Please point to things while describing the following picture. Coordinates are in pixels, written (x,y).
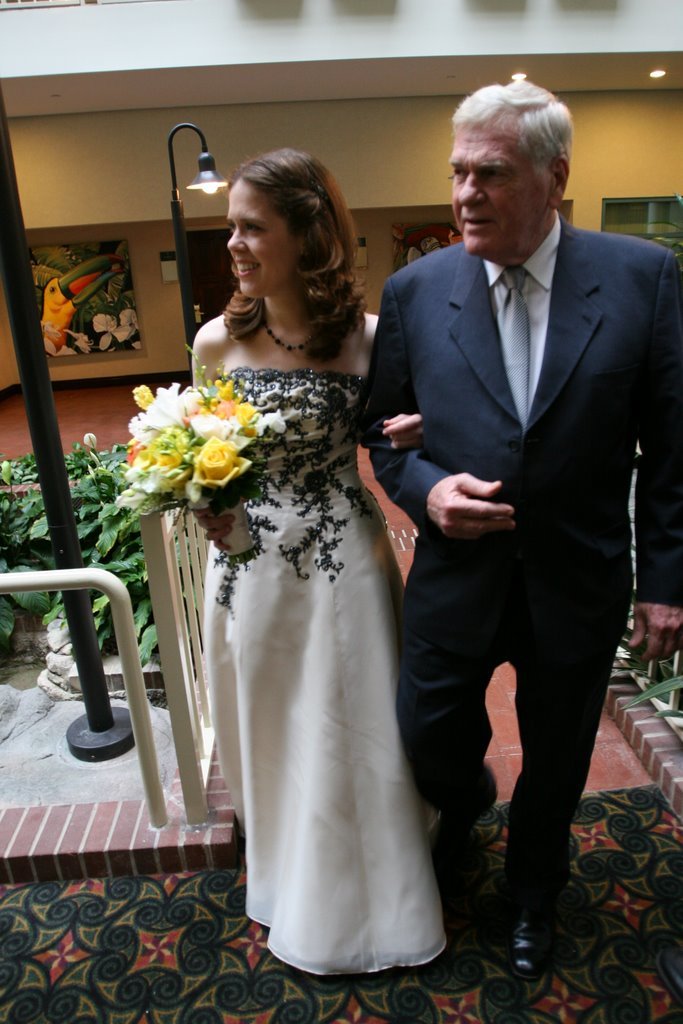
In this image we can see there are two persons (429,718) walking on the floor (125,406) and the other person (311,433) holding a flower bouquet (207,454). And we can see there are plants (134,556), railing (124,590), light pole (53,419) and mat (171,952). In the background (135,251), we can see the wall (135,367) with the door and photo frames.
